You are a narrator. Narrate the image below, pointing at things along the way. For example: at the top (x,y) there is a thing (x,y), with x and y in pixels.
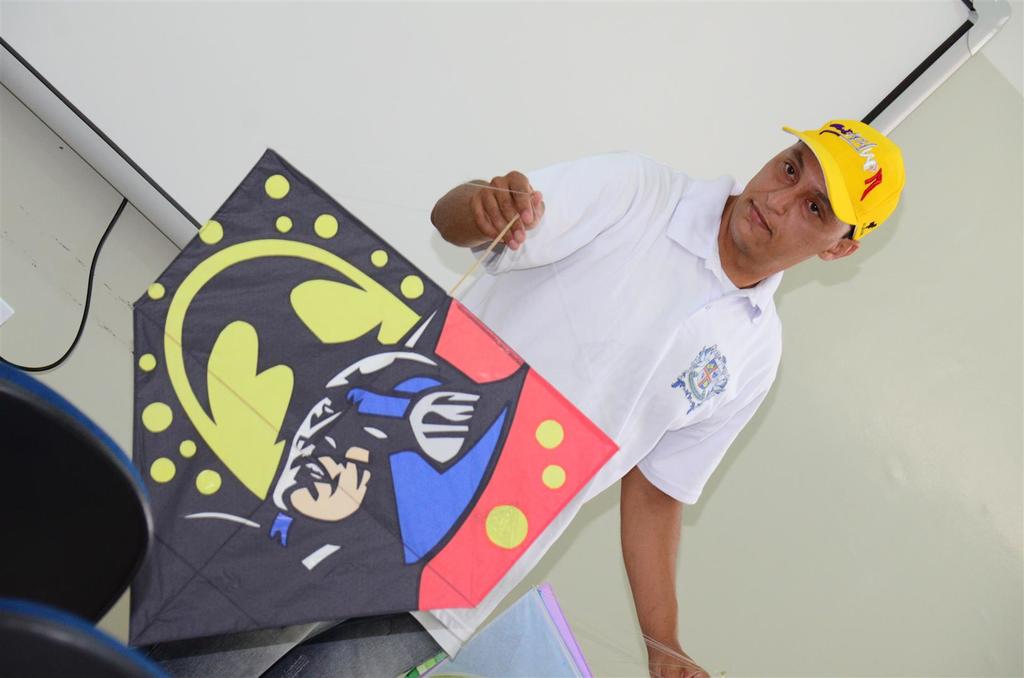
In this picture, we can see a person (527,225) holding some objects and we can see the wall (794,293) with projector screen (536,133) on it, and we can see a wire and some chairs (10,598).
